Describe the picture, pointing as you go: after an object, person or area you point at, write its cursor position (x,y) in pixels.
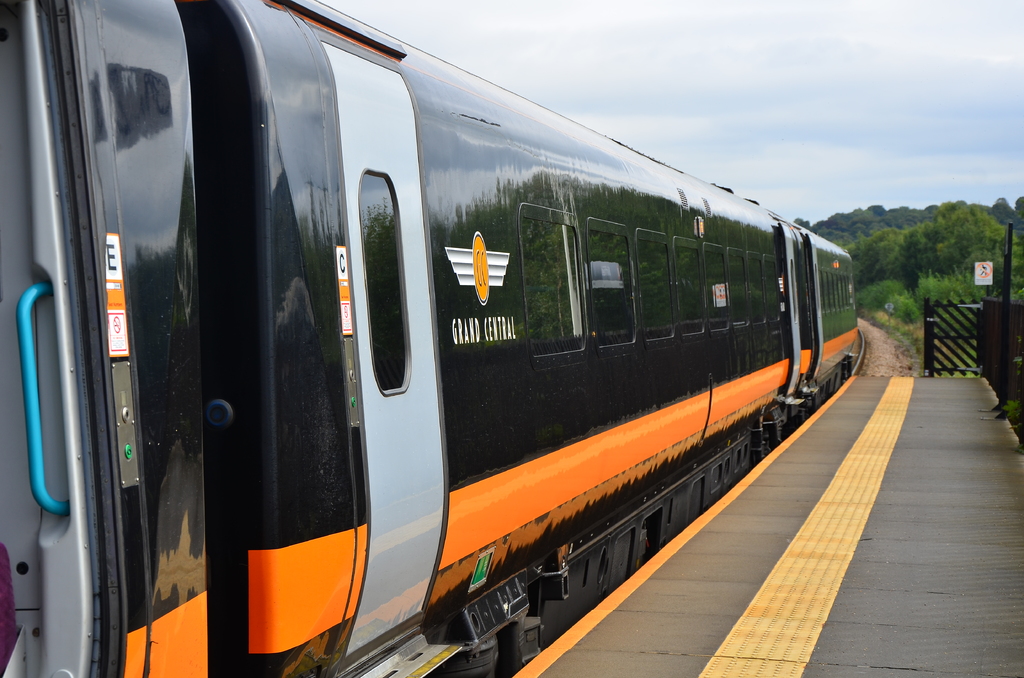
In this image I can see a train (537,419) on railway track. Here I can see a railway platform (897,557), fence (965,329) and trees (928,271). In the background (813,76) I can see the sky (740,83).
